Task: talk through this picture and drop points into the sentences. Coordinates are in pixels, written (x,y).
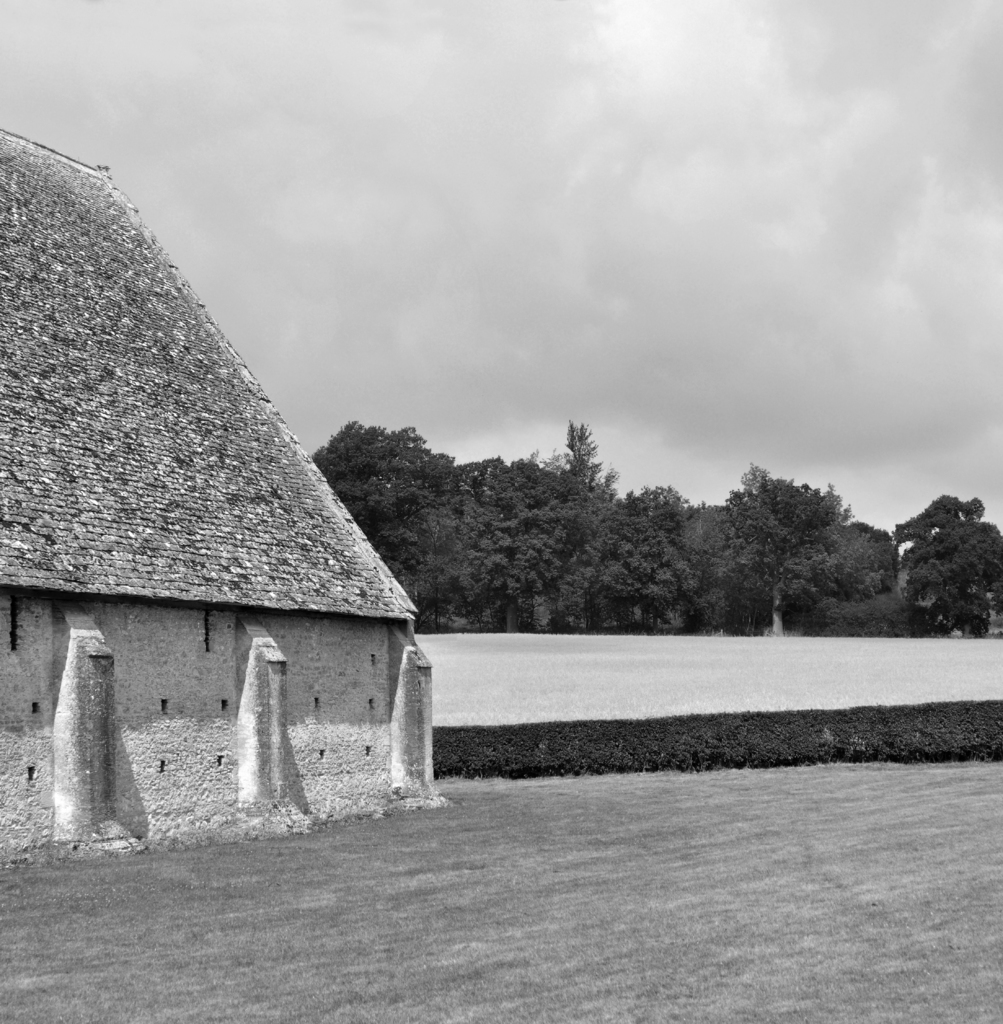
This is a black and white picture and in the foreground of this image (120,625), there is a building (215,566), plants (607,743), trees (524,528) and the sky (473,249).
